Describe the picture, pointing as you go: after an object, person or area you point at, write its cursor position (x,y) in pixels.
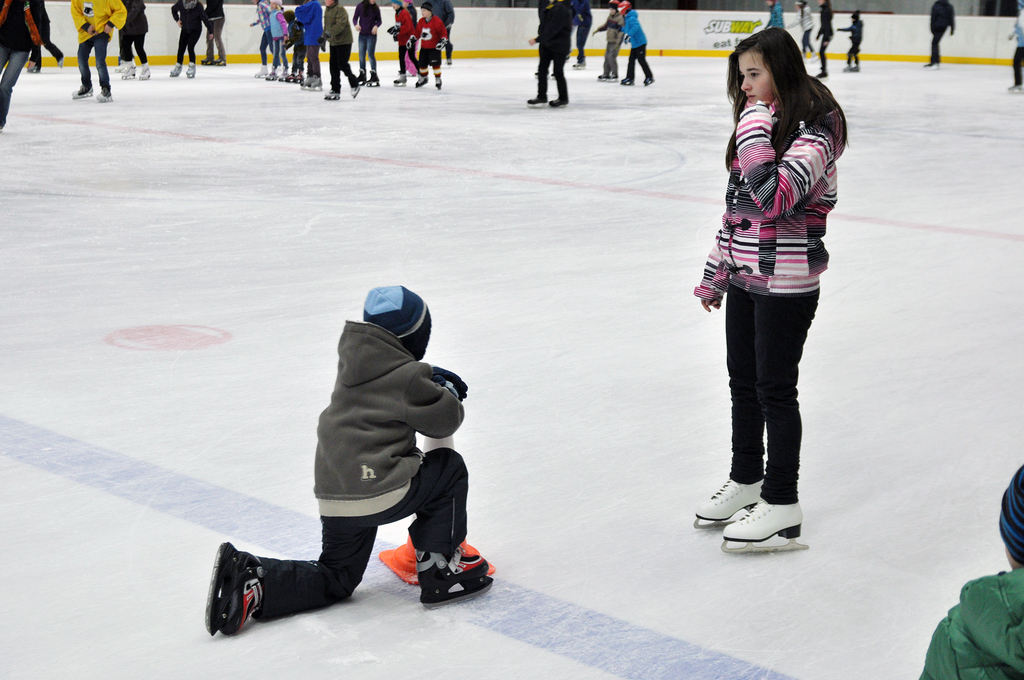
This picture describes about group of people (403,405), few are skating on the ice (660,417) with the help of shoes (750,510), in the middle of the image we can see a road divider cone (402,547).
